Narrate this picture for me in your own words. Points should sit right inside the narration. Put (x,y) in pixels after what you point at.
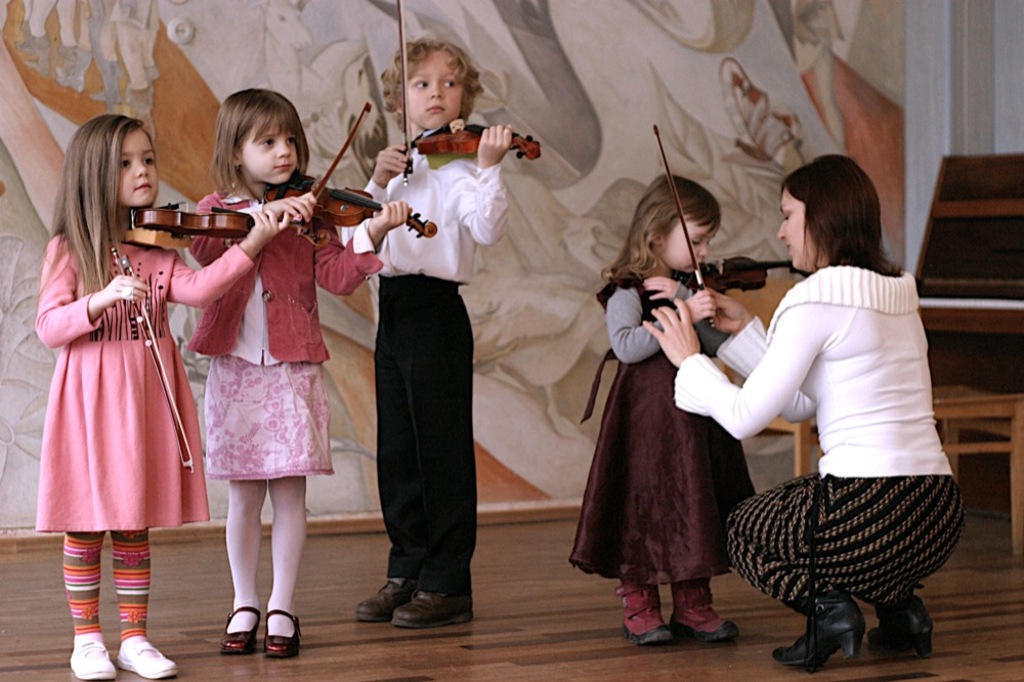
In this image there are four kids (625,424) who are playing musical instruments (714,284) and at the right side of the image (769,354) there is a lady person (833,373) wearing white color dress (821,342) holding kids hand (697,301) and helping her to play the musical instruments (696,288) and at the background (612,124) there is a painting (645,151).
